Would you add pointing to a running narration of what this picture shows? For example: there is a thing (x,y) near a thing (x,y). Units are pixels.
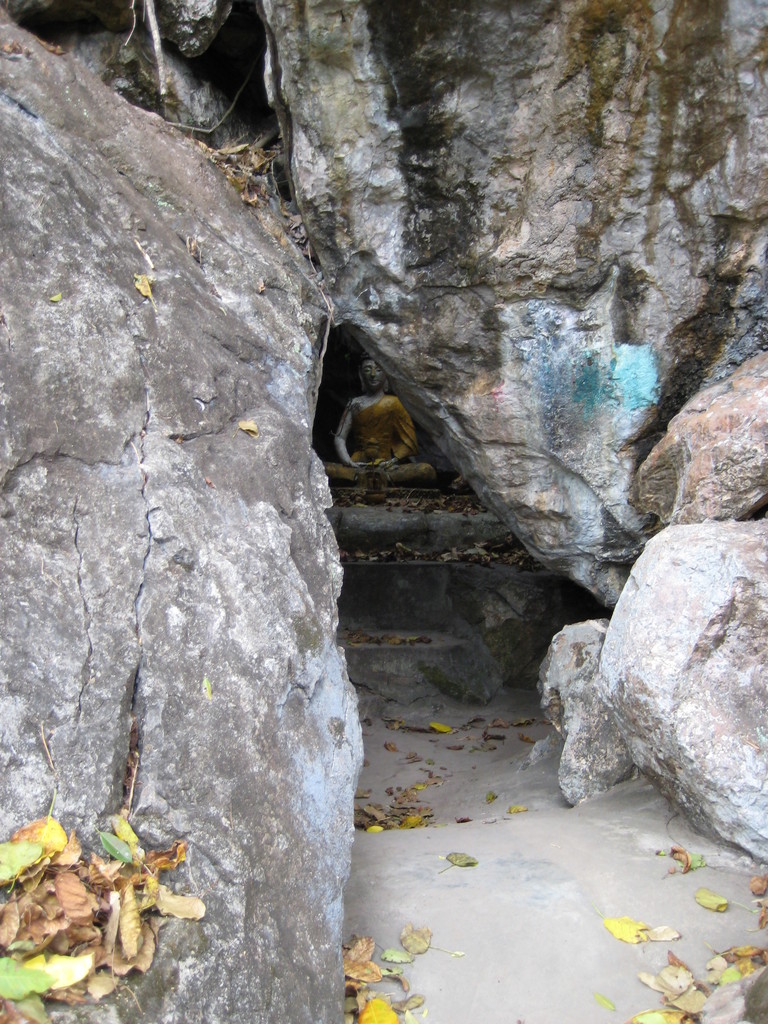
In this image, we can see rocks (767,747), dry leaves (45,860), walkway (481,885), stairs (464,659). Background (363,450) we can see a statue (364,464).
